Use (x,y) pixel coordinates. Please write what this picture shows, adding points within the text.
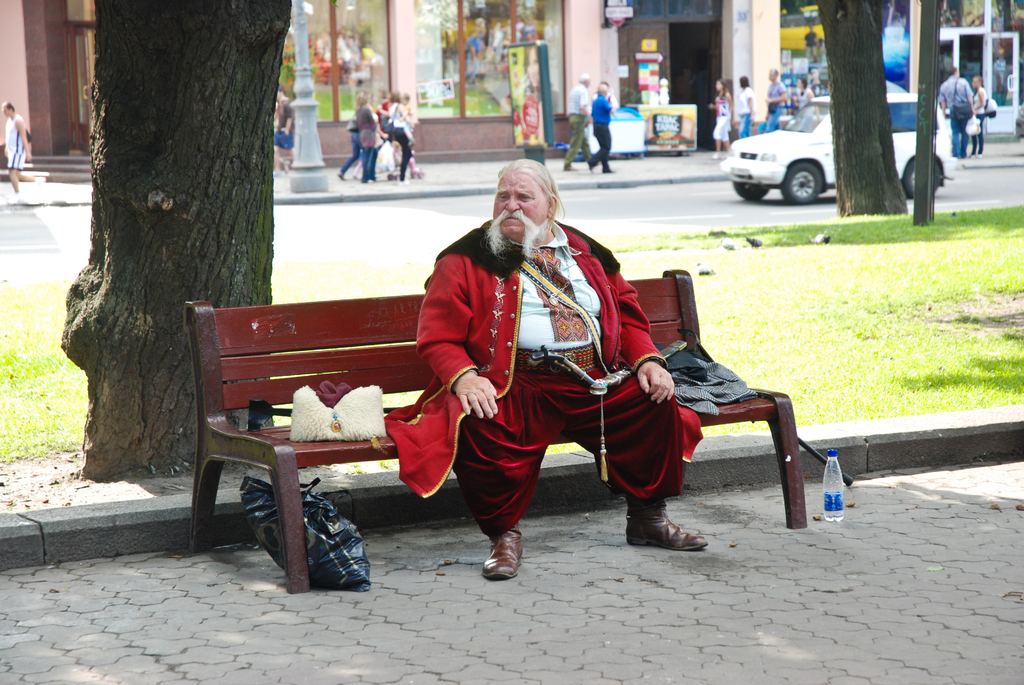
In this picture there is a man (650,448) sitting on the chair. There is a cover (357,528), bottle (840,502), bag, cloth (681,403) around the bench (279,399). There are few people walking on the path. There is a car (786,157). There is a tree (261,146). There is a shop (457,68) and few items (501,53) in the shop (607,20).
